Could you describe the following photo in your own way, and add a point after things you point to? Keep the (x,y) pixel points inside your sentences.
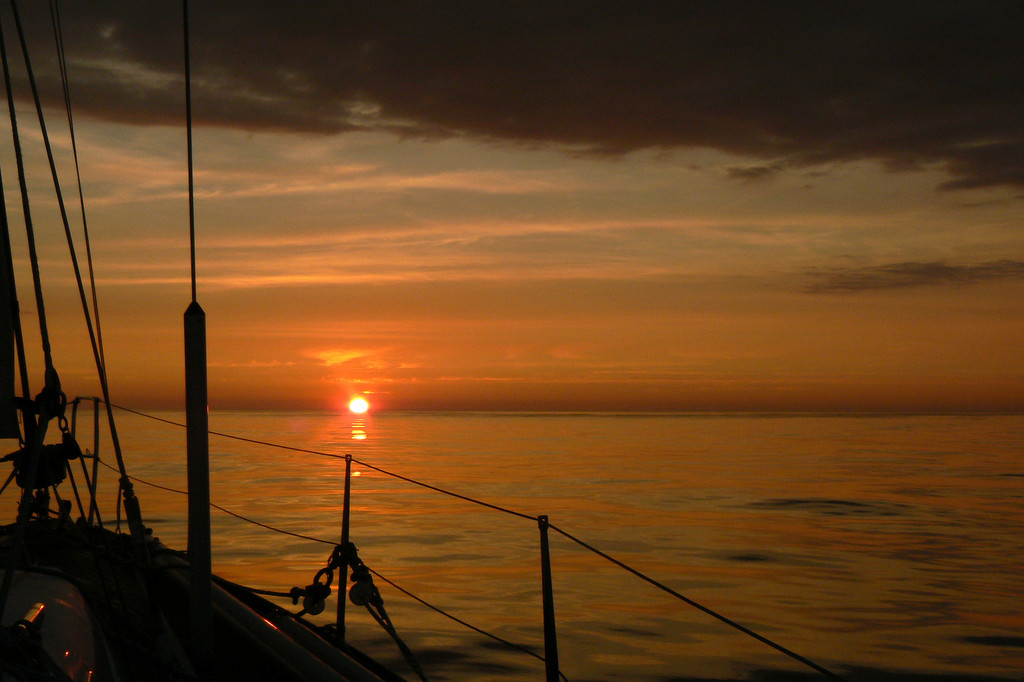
This picture shows a boat (314,669) in the water (439,605) and we see sun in the sky (381,380) and clouds (588,271).
